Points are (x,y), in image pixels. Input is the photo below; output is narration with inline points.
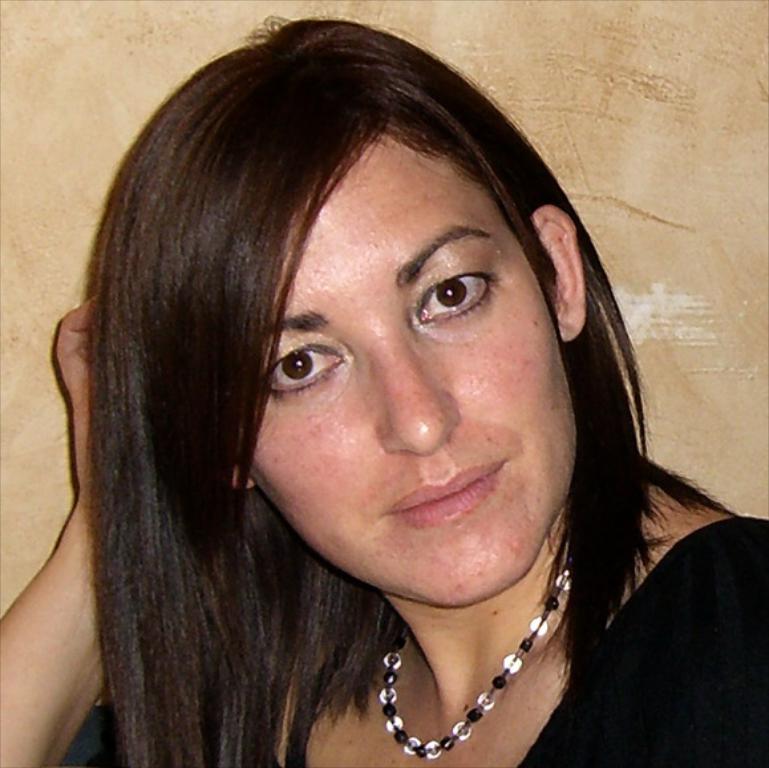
In this image we can see a woman (342,671). She is wearing a beaded necklace (393,671) and black dress (681,649).
